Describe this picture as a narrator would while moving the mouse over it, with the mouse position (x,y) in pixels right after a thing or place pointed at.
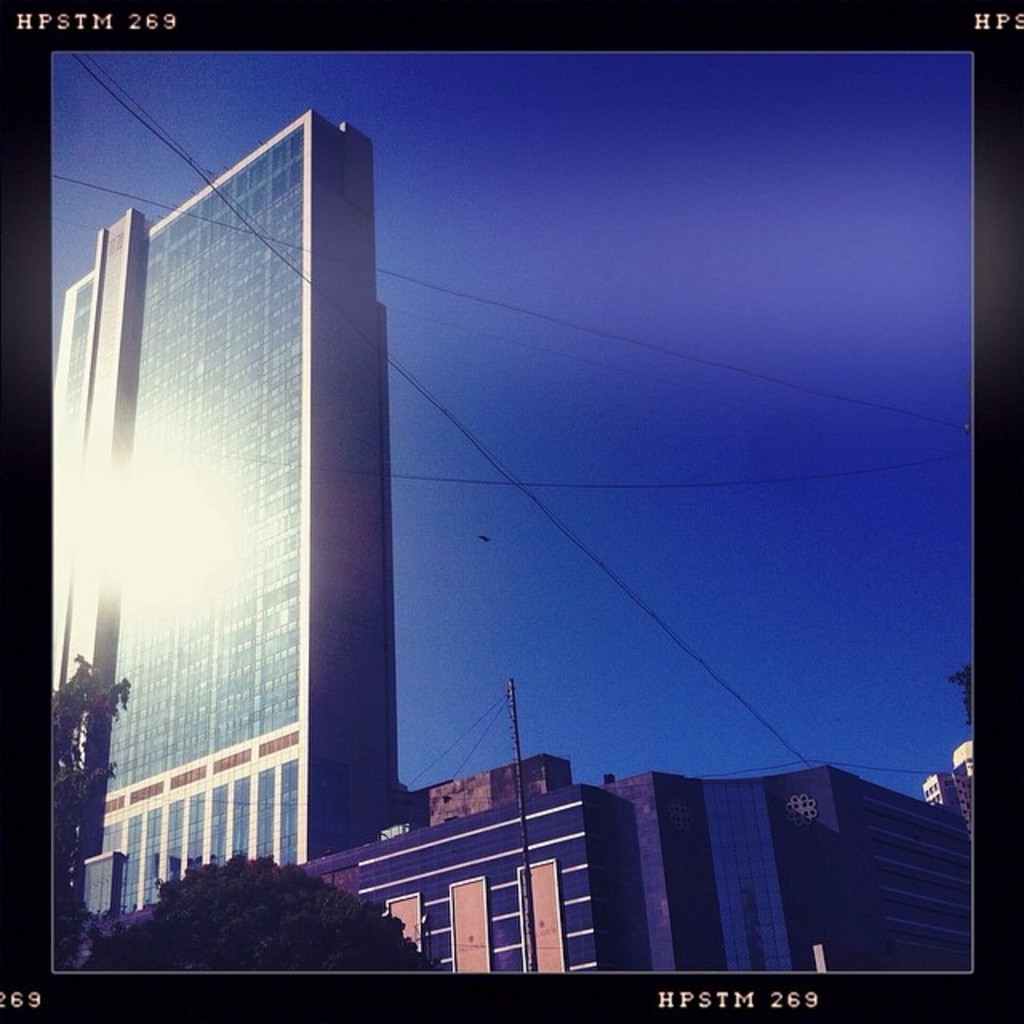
This is an edited picture. In this image there are buildings (196,256) and trees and there are wires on the poles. At the top (386,241) there is sky (546,235). At the top left (161,18) there is text (137,15). At the bottom right (697,999) there is text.
